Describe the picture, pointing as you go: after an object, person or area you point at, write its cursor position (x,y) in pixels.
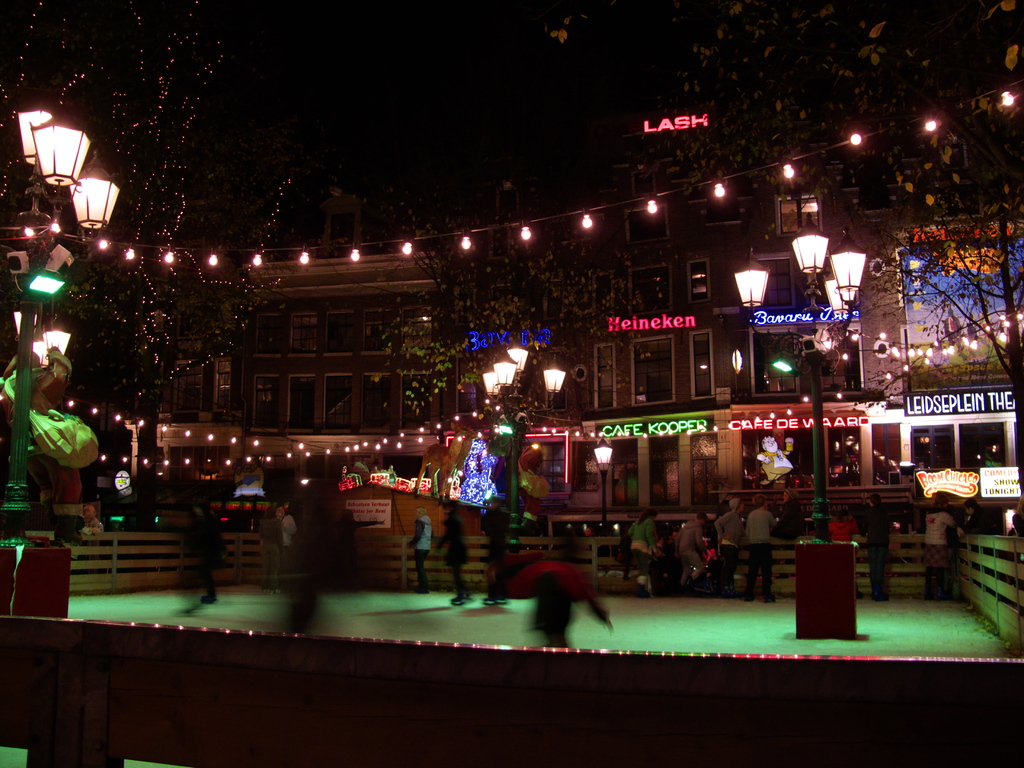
In this picture we can see a few people (646,562) on the path (620,597). There is some fencing (68,693) from left to right. We can see some lights (54,163) and buildings (378,270) in the background (952,385).
